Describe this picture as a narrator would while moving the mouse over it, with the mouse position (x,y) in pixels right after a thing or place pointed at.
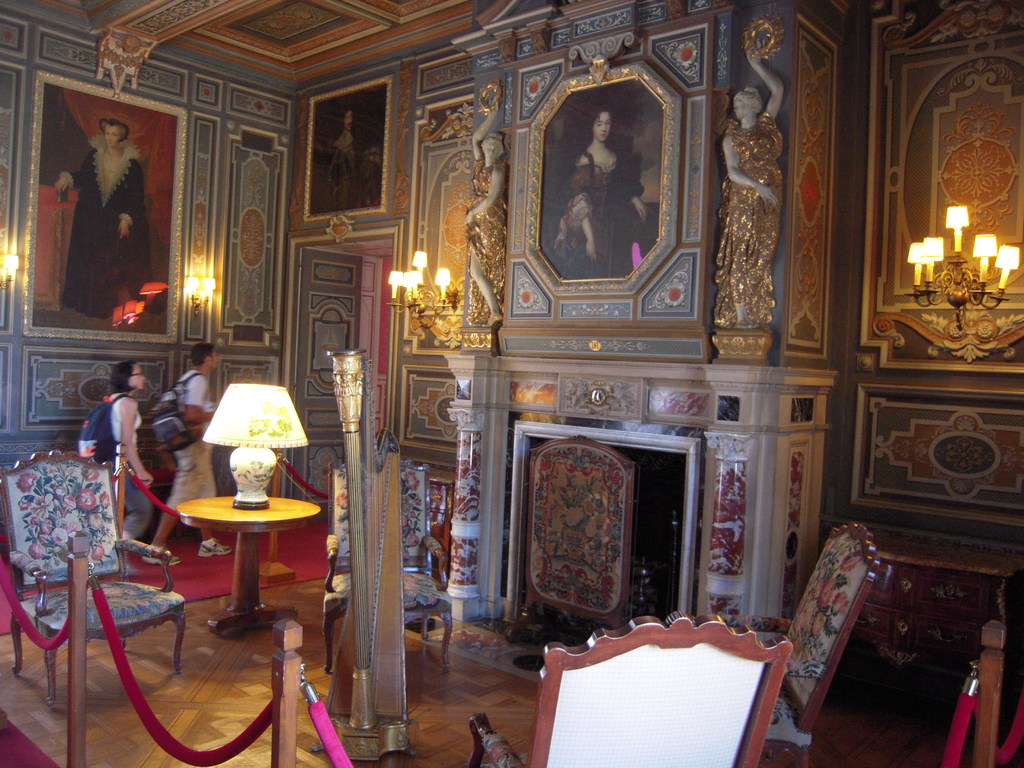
This is a room (239,204) with many paintings (381,161) on the wall (870,177). There are two chandeliers (445,283) on the wall (923,134). Also there are many chairs (413,601), table (273,527), on the table (282,518) there is a table lamp (260,441) and two persons (189,430) wearing bag (165,407) is walking on the red carpet (218,556).
